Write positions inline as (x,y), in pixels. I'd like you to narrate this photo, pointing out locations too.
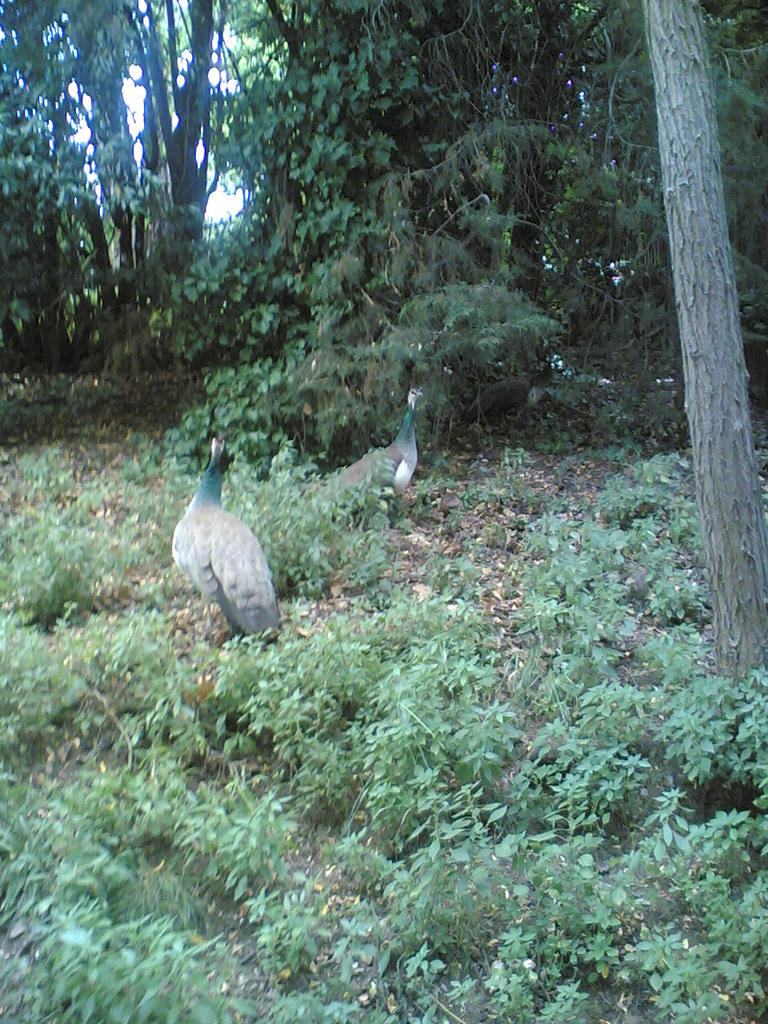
In the image there are many trees (291,171) and plants (350,566), in between the plants (227,486) there are two animals (260,580).
